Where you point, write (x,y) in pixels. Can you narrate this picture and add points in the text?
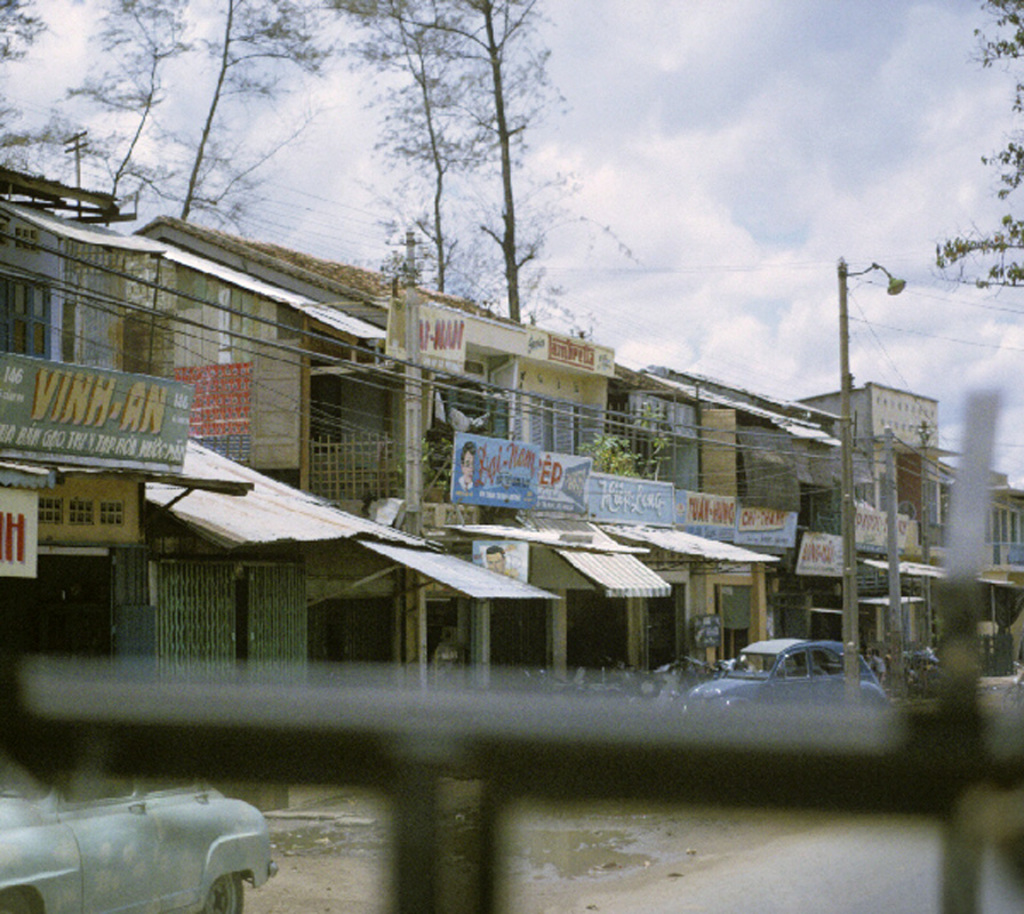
In this image I see number of buildings (77,319) and I see boards (73,374) on which there is something written and I see few cars (863,692) and I see the path (583,872) and in the background (891,124) I see the trees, a light pole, wires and the sky (485,169) which is a bit cloudy and I see that it is blurred over here.
